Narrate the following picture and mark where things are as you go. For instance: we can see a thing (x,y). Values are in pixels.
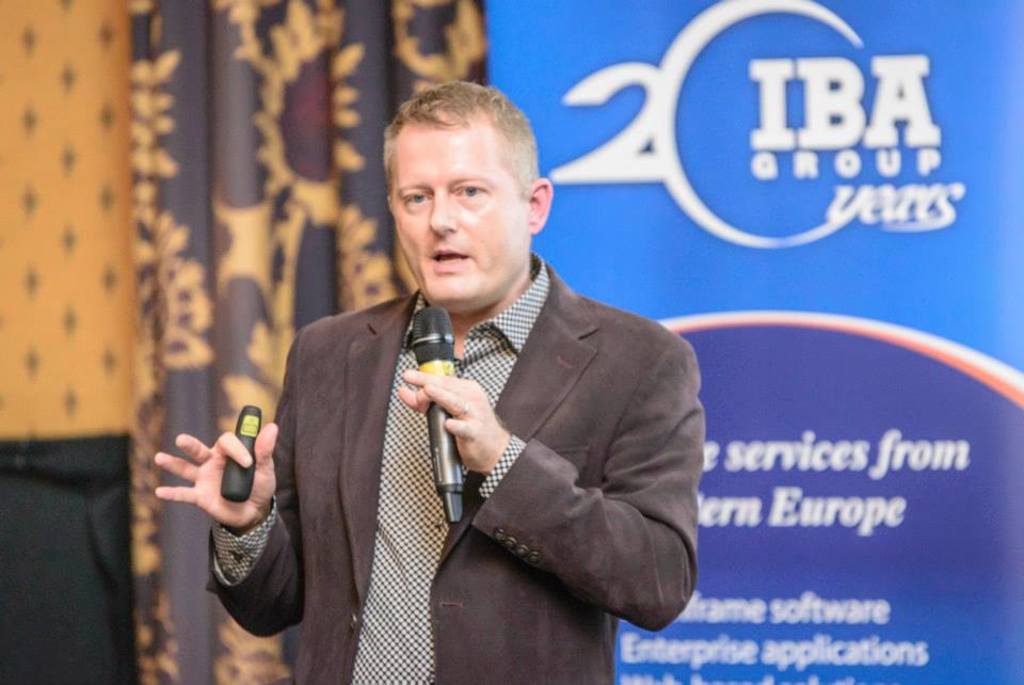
In the middle of this image (540,379), there is a person (479,263) in a suit (525,378), holding a mic (444,316) with a hand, holding an object (258,426) with other hand (243,529), speaking and standing. In the background (789,390), there is a banner (789,505), there is a curtain (226,246) and there is a wall (60,246).
